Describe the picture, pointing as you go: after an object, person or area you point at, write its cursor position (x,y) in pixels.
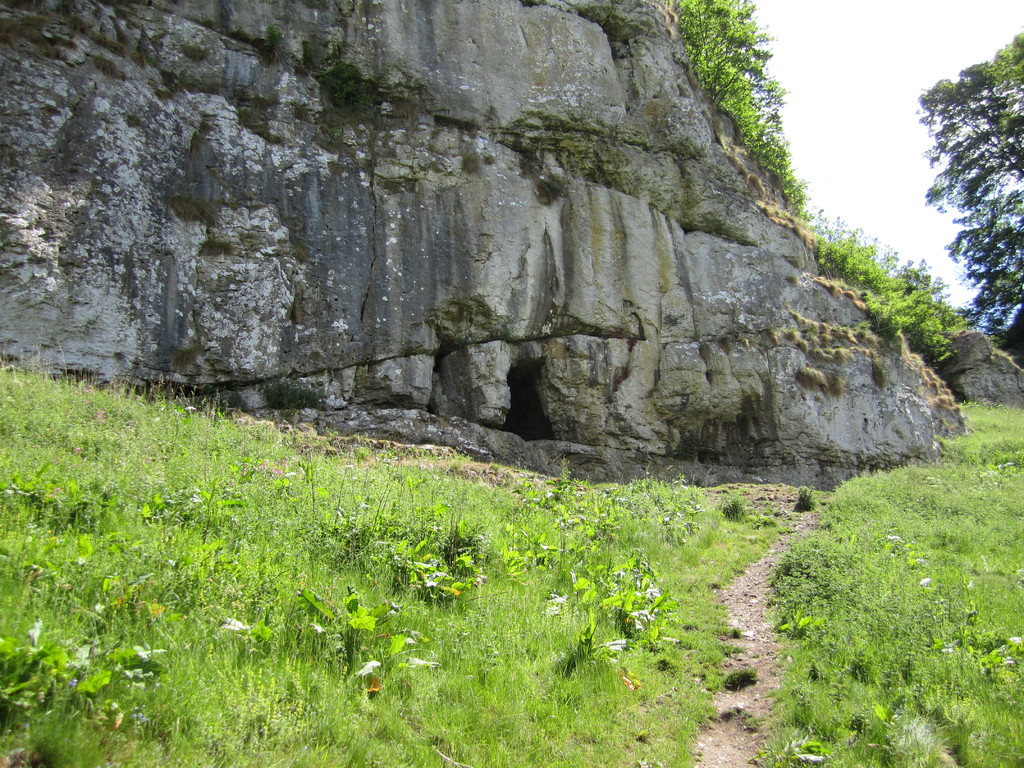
There is a rock hill (587,189) and around the hill (638,155) there are many plants (859,628) and grass (862,647), in the right side (1007,132) there is a tree (1000,149).
